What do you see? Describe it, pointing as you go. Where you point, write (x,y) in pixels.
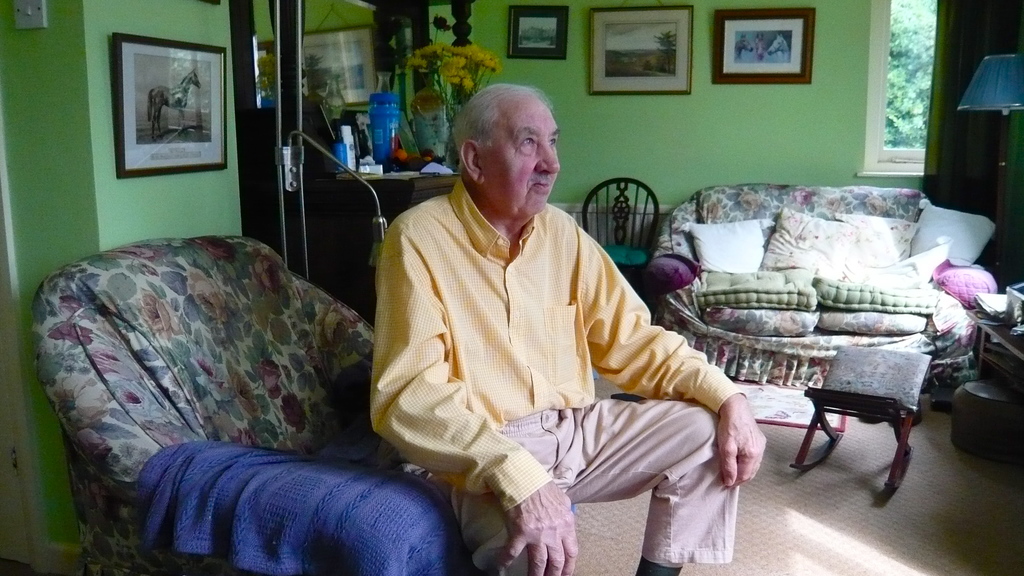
In the image we can see there is a man (541,309) who is sitting on chair (108,279) and beside there is a sofa (887,260) on which there are cushions (832,272) kept and the wall (621,124) is in green colour.
